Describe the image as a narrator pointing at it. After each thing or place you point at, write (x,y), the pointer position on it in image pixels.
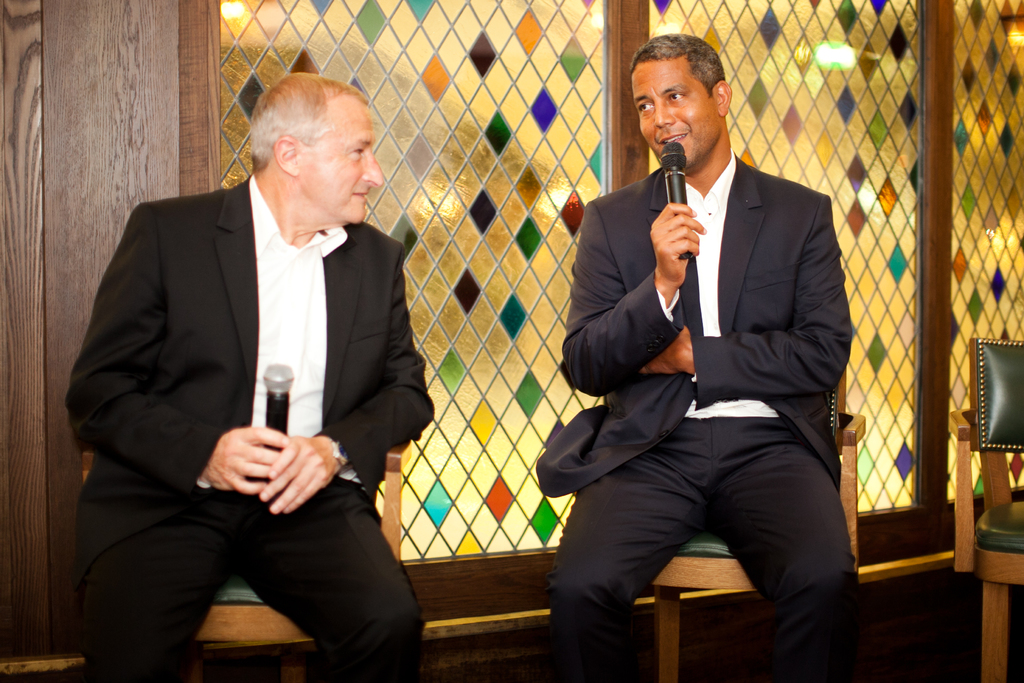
Two men (295,380) are sitting on the chair (724,578) holding microphone (667,155), this is glass (858,178).
